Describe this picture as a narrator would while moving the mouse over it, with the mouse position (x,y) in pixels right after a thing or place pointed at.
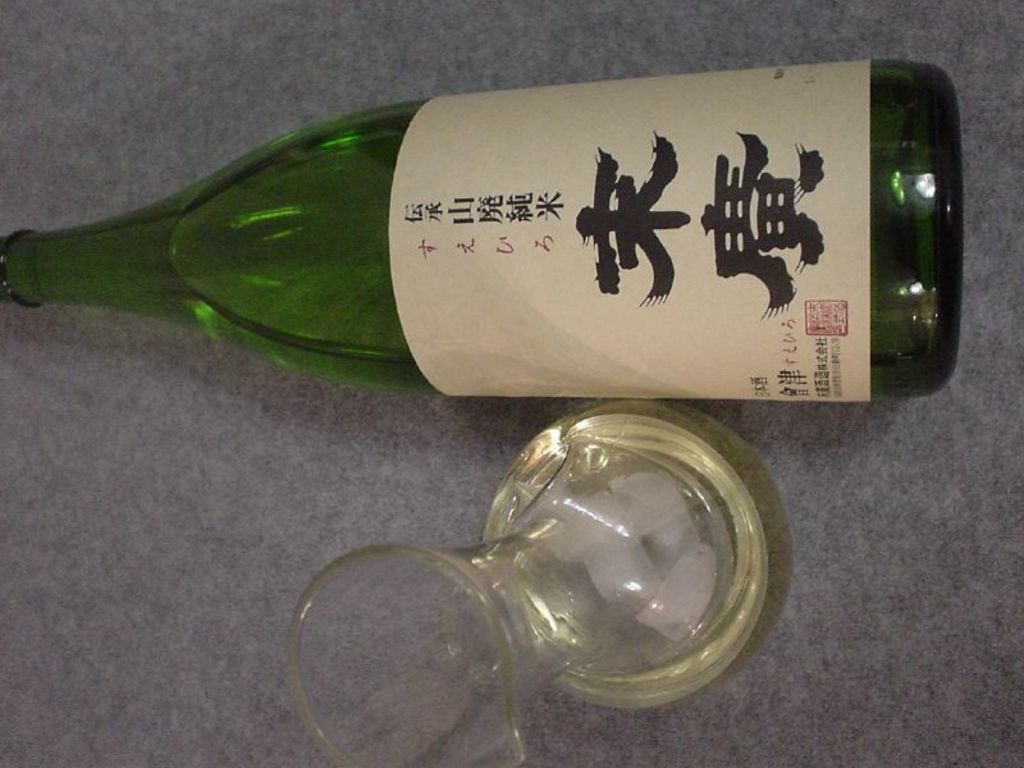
This picture shows an glass (576,506) and a wine bottle (833,286).
